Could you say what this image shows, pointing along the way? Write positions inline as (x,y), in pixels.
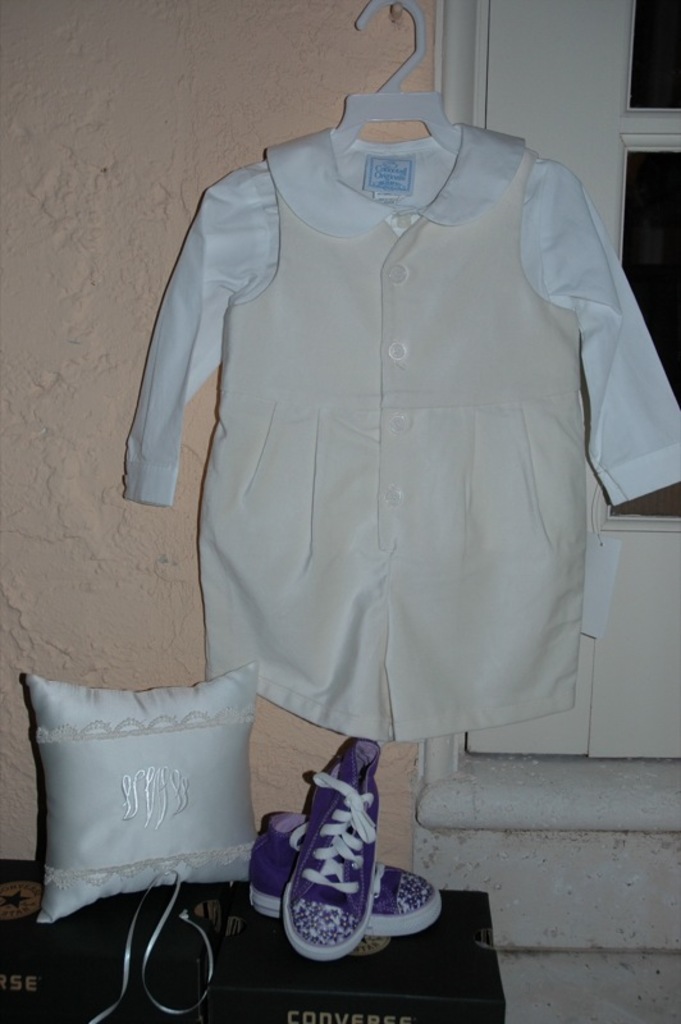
In this image there is a dress (371,279) hanging on the wall (426,10), beside that there is a door (661,190), below the dress (454,689) there is a pair of shoes (285,831) and pillow (149,776) are placed on some objects (99,939).
